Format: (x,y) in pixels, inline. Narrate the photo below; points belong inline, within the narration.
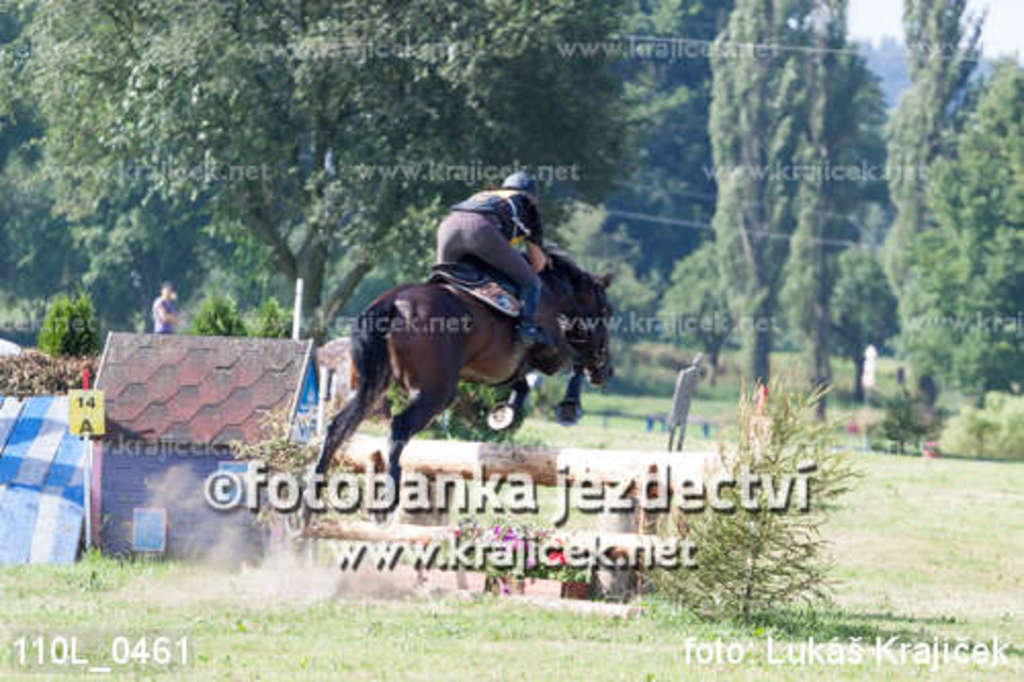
In the image there is a man (483,247) sitting on the horse (447,362) and it is jumping onto the wooden log (382,466). On the left side of the image (160,426) there is a small room (197,460) with roof (156,408). In the background (621,151) there are many trees (493,158). At the bottom of the image (679,622) there is grass (486,671) and also there are small plants (786,468) on the ground (310,633). And there are many watermarks (340,507) in the image.
